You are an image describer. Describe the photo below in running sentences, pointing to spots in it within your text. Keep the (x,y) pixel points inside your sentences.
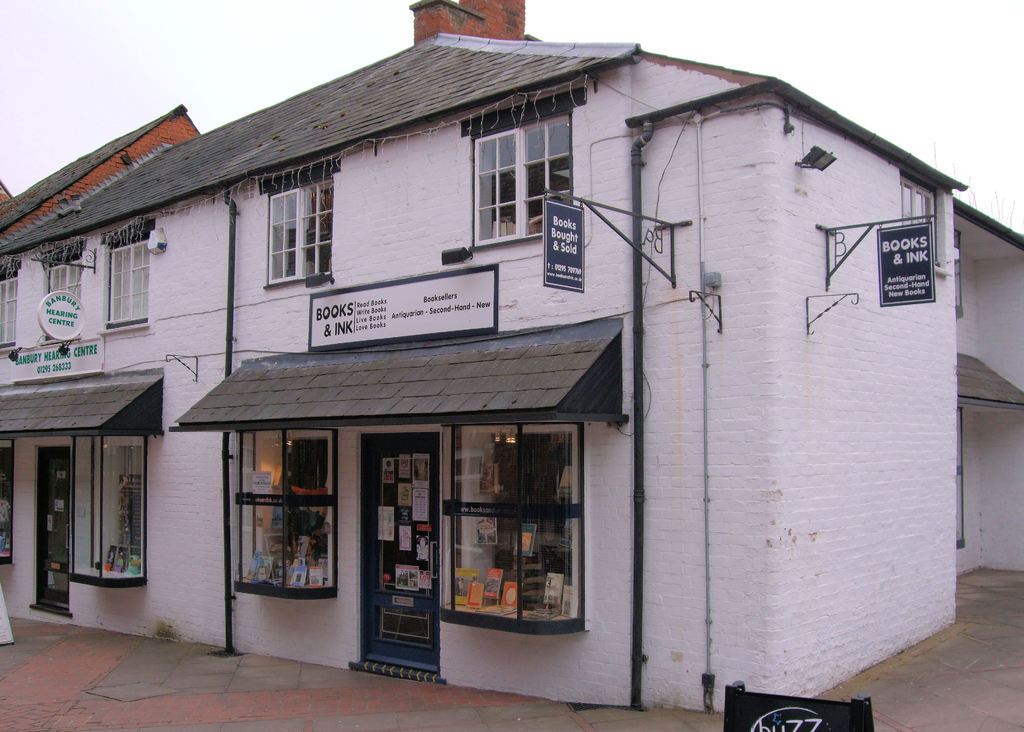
In this image we can see buildings (348,475), stores (499,485), name boards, pipelines (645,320) and sky (256,92) in the background (99,52).
